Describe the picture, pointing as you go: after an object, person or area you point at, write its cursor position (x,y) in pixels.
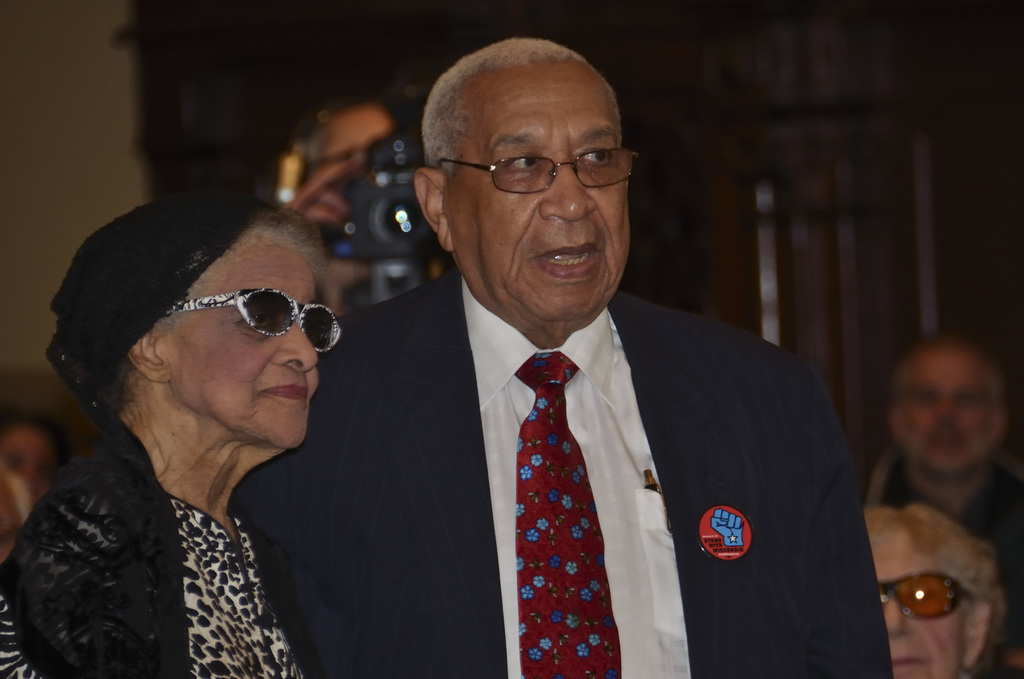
In this picture I can observe a couple (413,354). Both of them are wearing spectacles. The man (335,428) is wearing coat (320,492) and a tie (526,508). In the background (908,396) there are some people (908,396).
